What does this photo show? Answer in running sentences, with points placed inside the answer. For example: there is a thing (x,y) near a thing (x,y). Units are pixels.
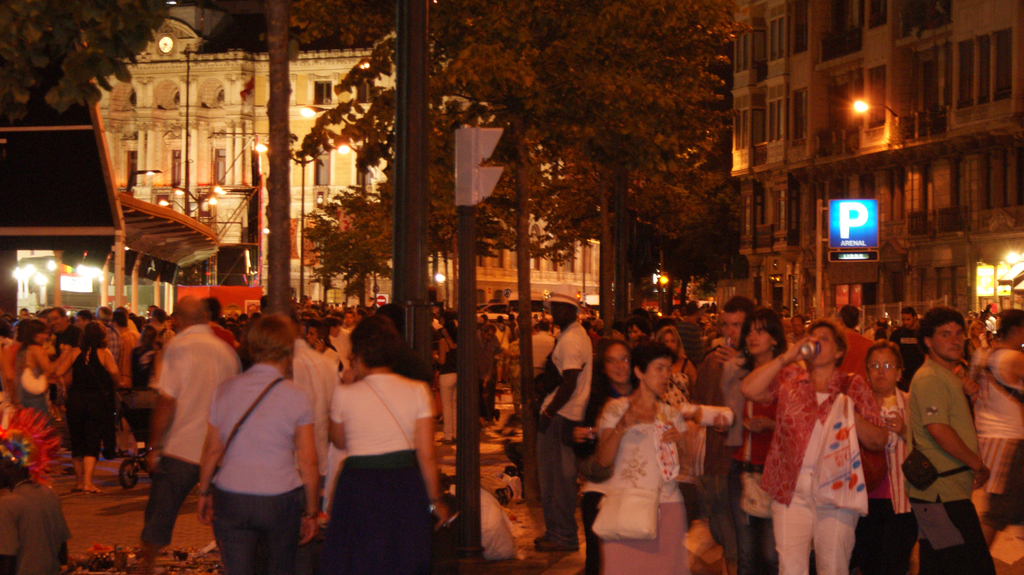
In the picture I can see a group of people (577,383) are standing on the ground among them some are wearing bags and some are holding objects (665,422) in hands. In the background (391,217) I can see buildings (832,170), street lights (322,108), trees (385,227), poles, vehicles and some other objects (252,280).
